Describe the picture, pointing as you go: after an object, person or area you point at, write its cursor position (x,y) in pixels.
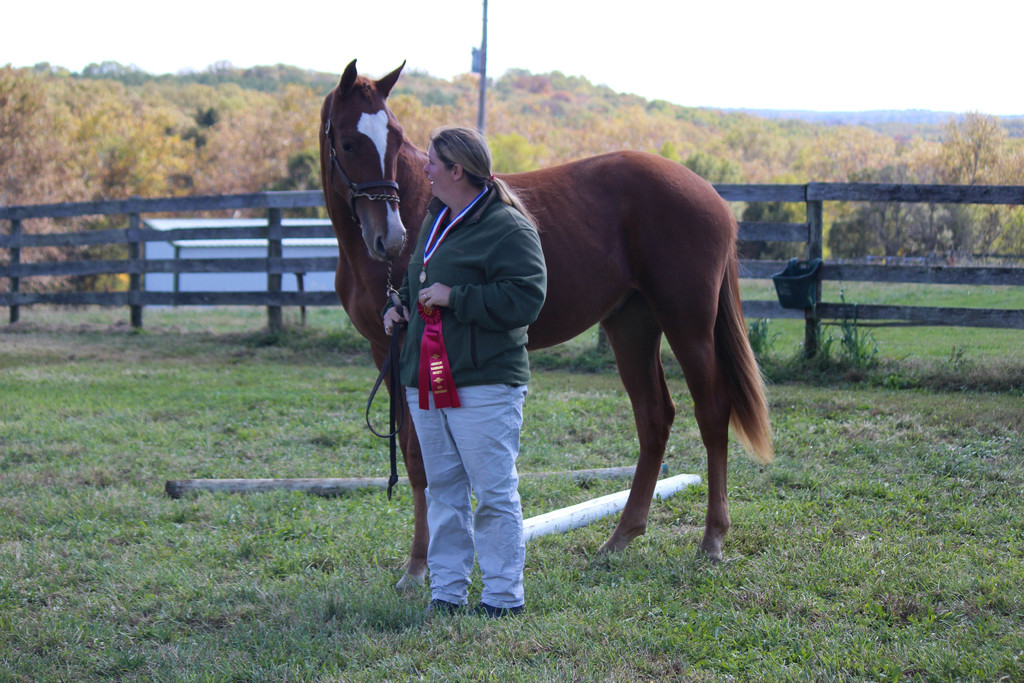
In this image in the center (407,368) there is one woman (463,403) who is standing and she is holding some belt (396,351), beside her there is one horse (648,253) and in the background (755,309) there is a wooden fence (199,231) and some house (208,252). At the bottom (547,620) there is grass (800,516), and on the grass (380,494) there are two wooden poles (594,518). And in the background (558,95) there are some trees (611,98) and a pole (483,105).
